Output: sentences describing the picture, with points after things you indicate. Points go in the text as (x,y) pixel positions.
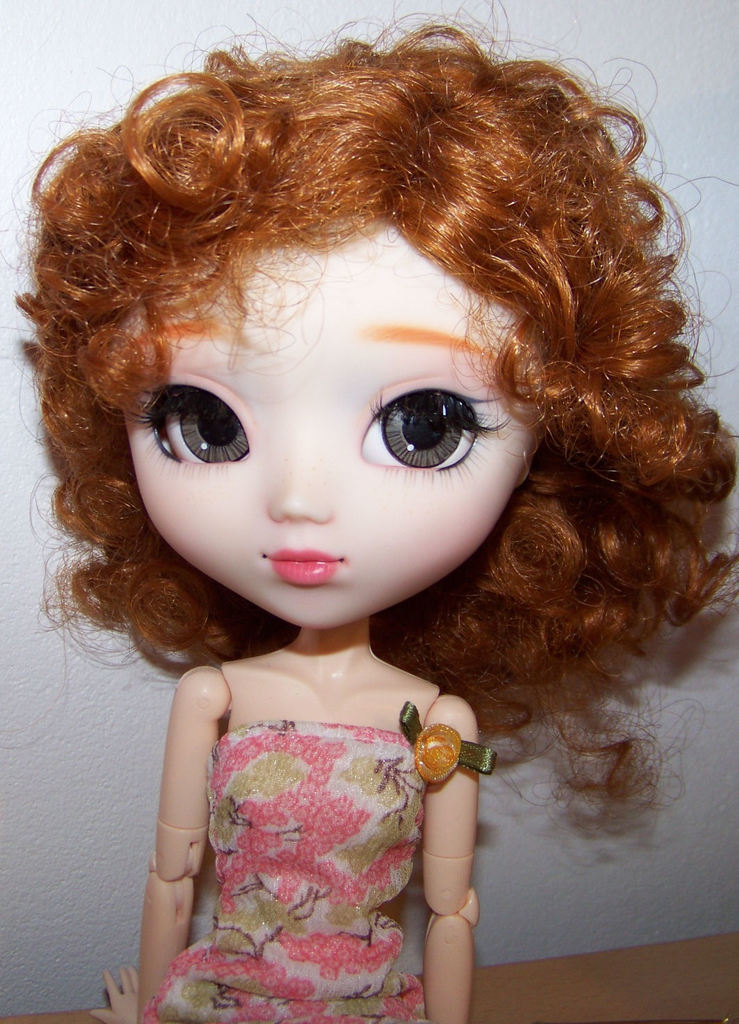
In this image I can see a toy (301,670). In the background (144,784) there is a wall (16,818).
